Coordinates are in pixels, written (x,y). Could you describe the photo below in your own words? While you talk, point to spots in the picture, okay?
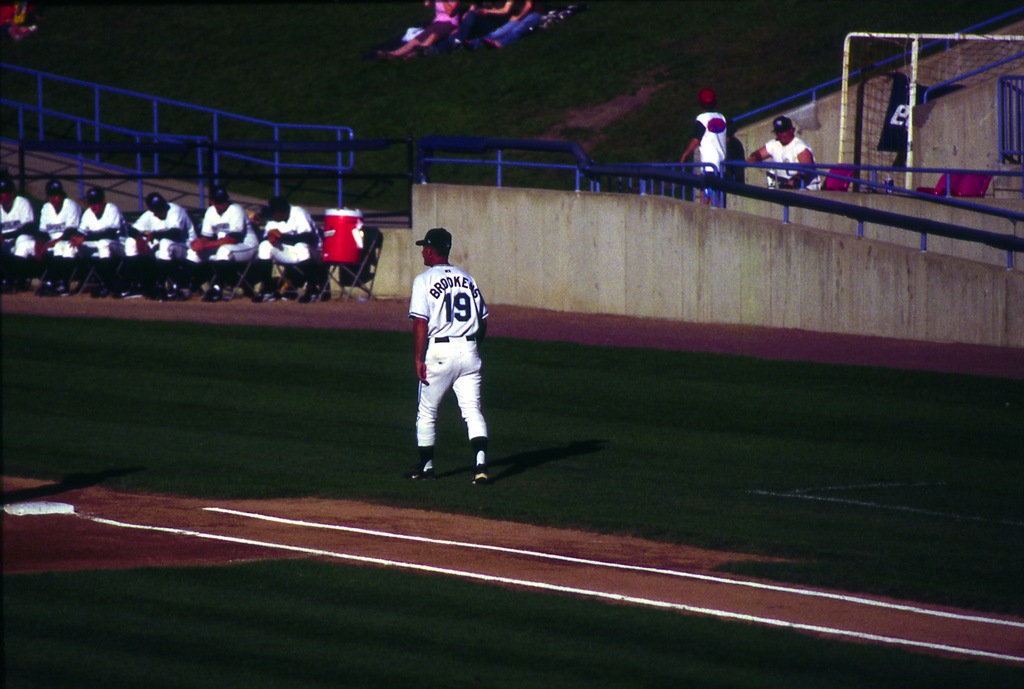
This image consists of a man (440,403) walking on the ground (437,555). At the bottom (335,578), there is green grass (570,642). On the left (176,240), there are many persons (279,245) sitting in the chairs (346,268). In the background (446,14), there are few people (438,26) sitting in the garden (361,42). It looks like a stadium (509,358). On the right (893,111), there is a net (888,89). In the background (839,262), there is a wall (892,290) along with railing (806,200).
